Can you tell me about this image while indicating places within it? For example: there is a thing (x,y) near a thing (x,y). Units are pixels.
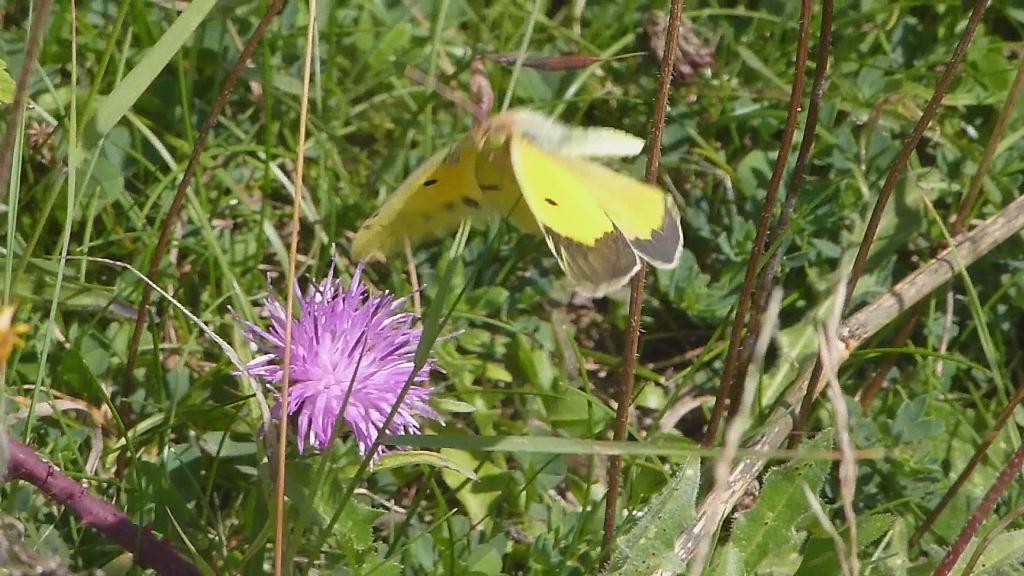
In the center of the image (630,236) we can see a butterfly (508,162). In the foreground (368,420) we can see a flower (379,340) on the stem (322,486) of a plant (357,525). In the background (891,437), we can see group of plants (97,244).
